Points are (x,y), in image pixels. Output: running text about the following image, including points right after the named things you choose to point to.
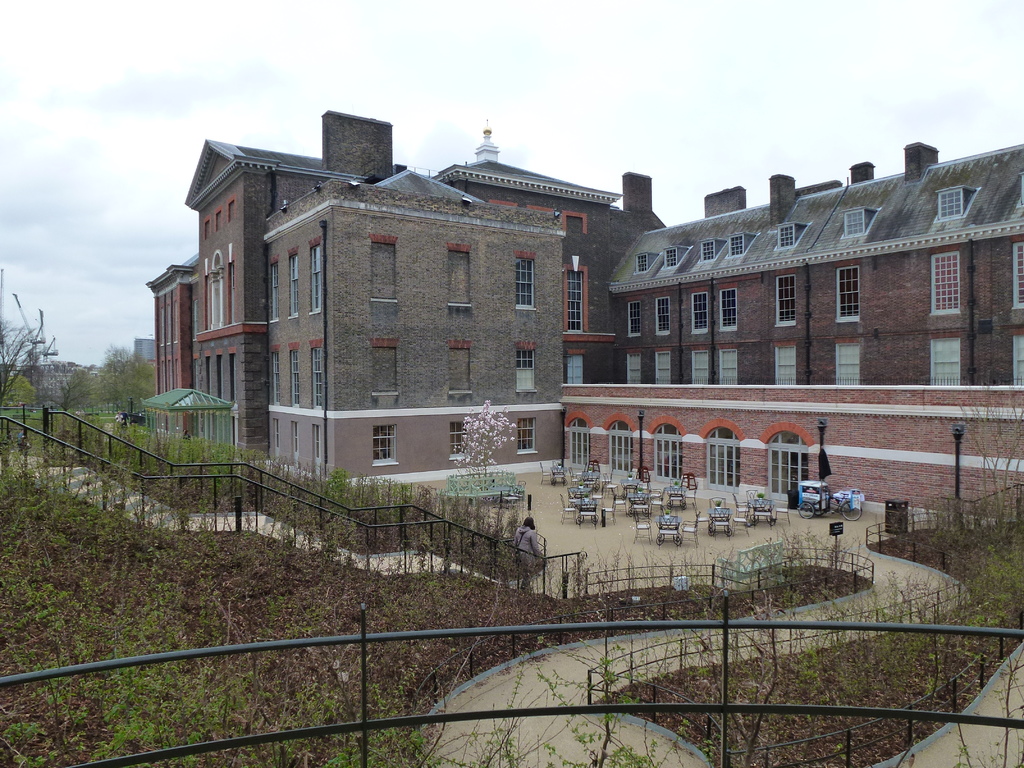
In the center of the image (531,314) we can see building (338,283). At the bottom of the image (364,611) we can see chairs (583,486), tables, plants (112,602), fencing (639,706) and grass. In the background (228,85) we can see sky (228,85) and clouds (203,95).
